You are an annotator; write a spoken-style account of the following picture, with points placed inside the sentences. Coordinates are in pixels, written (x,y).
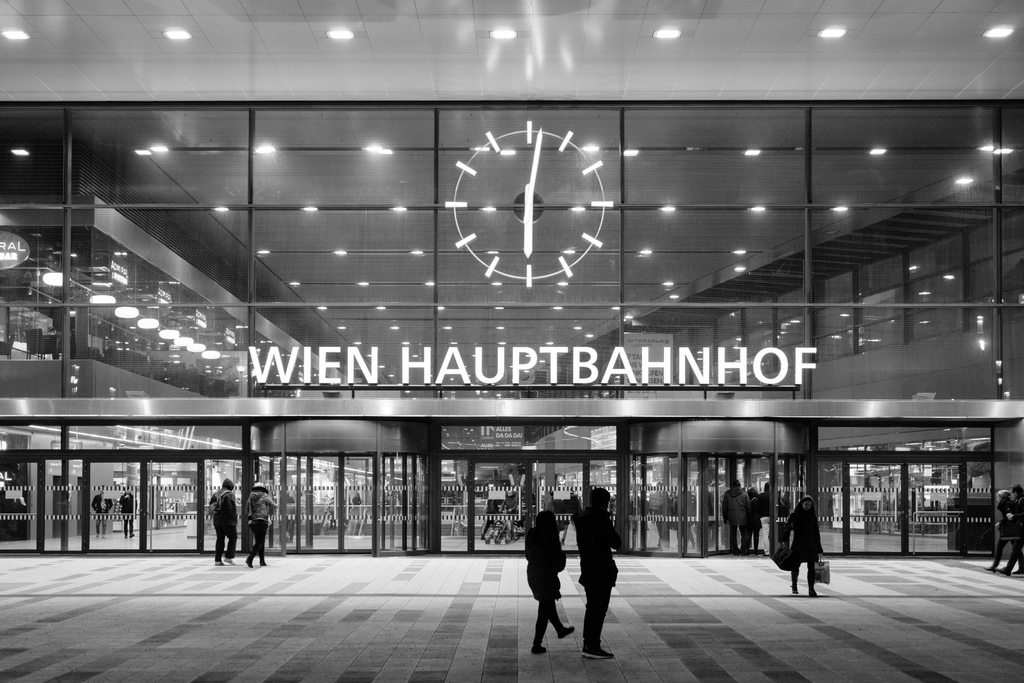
This image consists of a train station (369,443). In the front (568,240), we can see a clock (468,173) along with name boards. At the bottom (723,533), there are door (703,457). And we can see many people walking on the floor (312,610). At the top (468,89), there is a roof (159,2) along with lights (825,32).
